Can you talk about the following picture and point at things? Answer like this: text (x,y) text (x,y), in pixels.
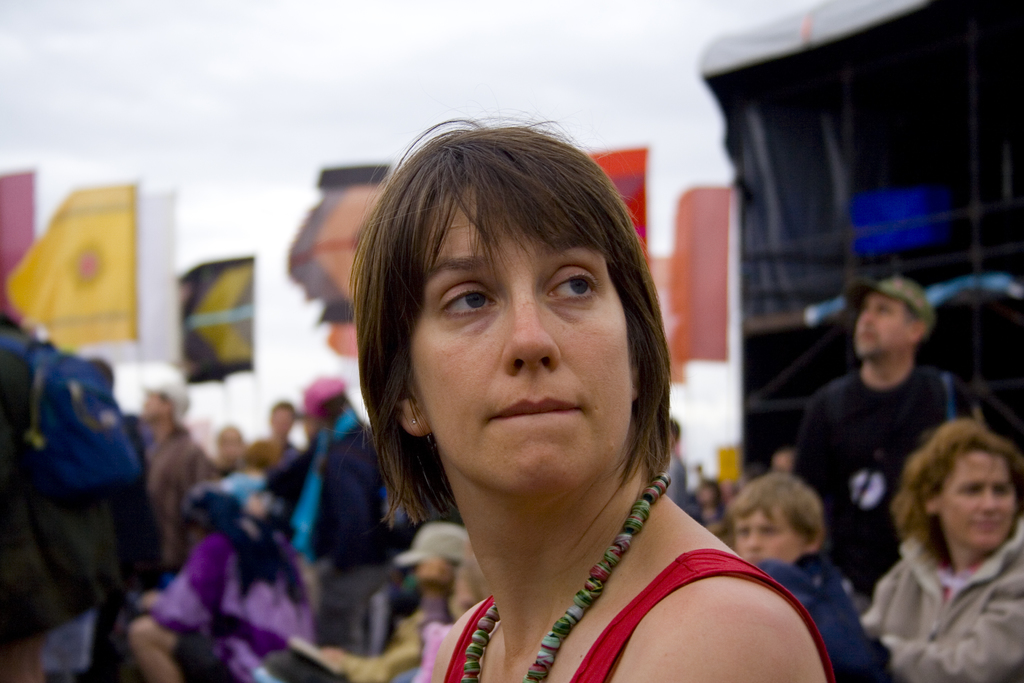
In this image we can see a woman (564,354). On the backside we can see the flags (236,355) and a wall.
